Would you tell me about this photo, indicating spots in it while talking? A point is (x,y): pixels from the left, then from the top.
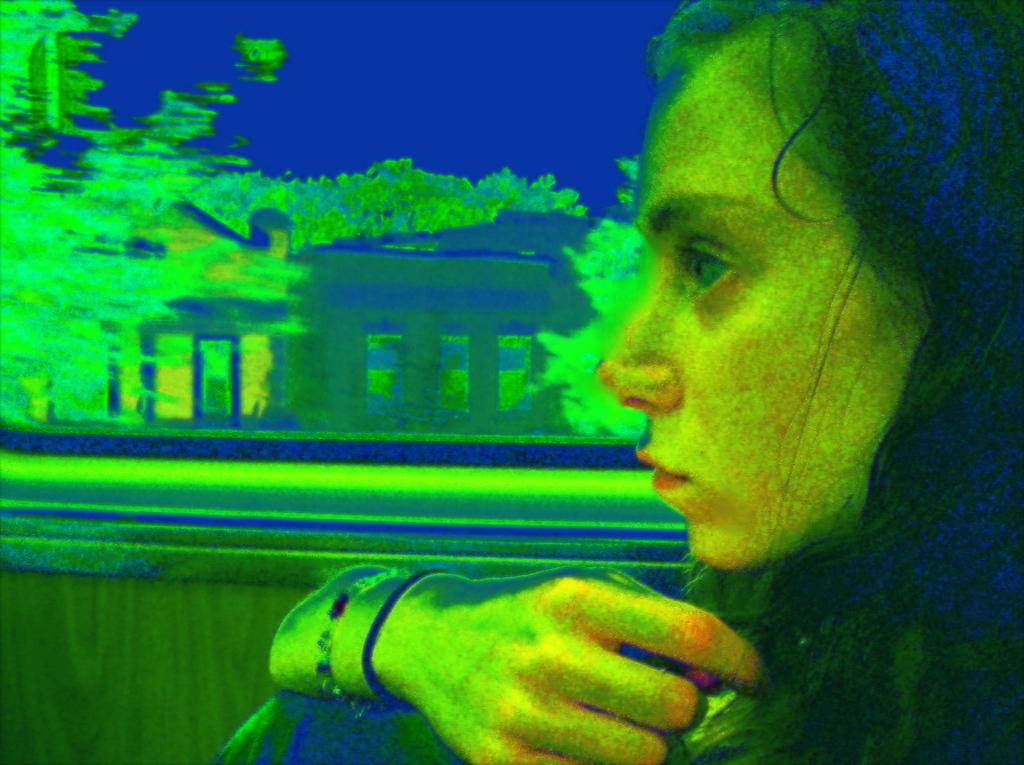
Here in this picture we can see a picture of a woman (667,360) present over a place and beside her we can see a window (387,426) through which we can see trees (147,179) and plants (593,349) present and this is all seen through a scanner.
